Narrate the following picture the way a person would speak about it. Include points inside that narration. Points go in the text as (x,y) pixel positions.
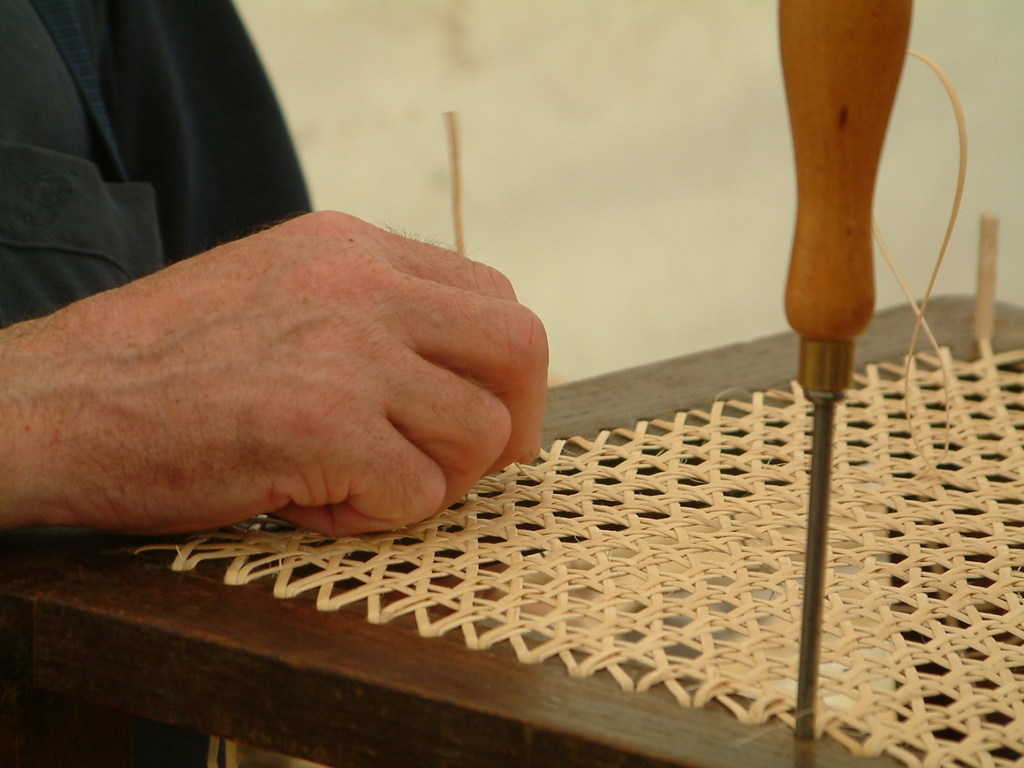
This is a person (137,321), this is a tool (808,262) and an object (613,587).
